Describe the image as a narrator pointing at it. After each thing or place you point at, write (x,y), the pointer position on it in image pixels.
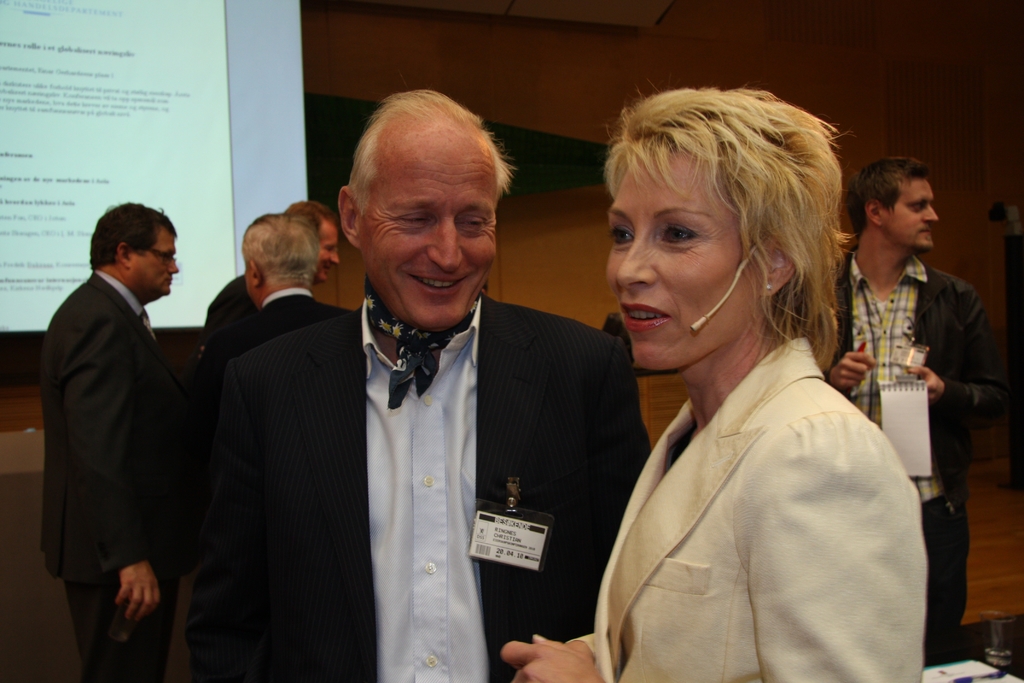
In this image there are people (742,379) standing on a floor (982,473), in the background (434,59) there is a wall (345,93) and a screen (201,178), on that screen (88,125) there is some text (86,97).
